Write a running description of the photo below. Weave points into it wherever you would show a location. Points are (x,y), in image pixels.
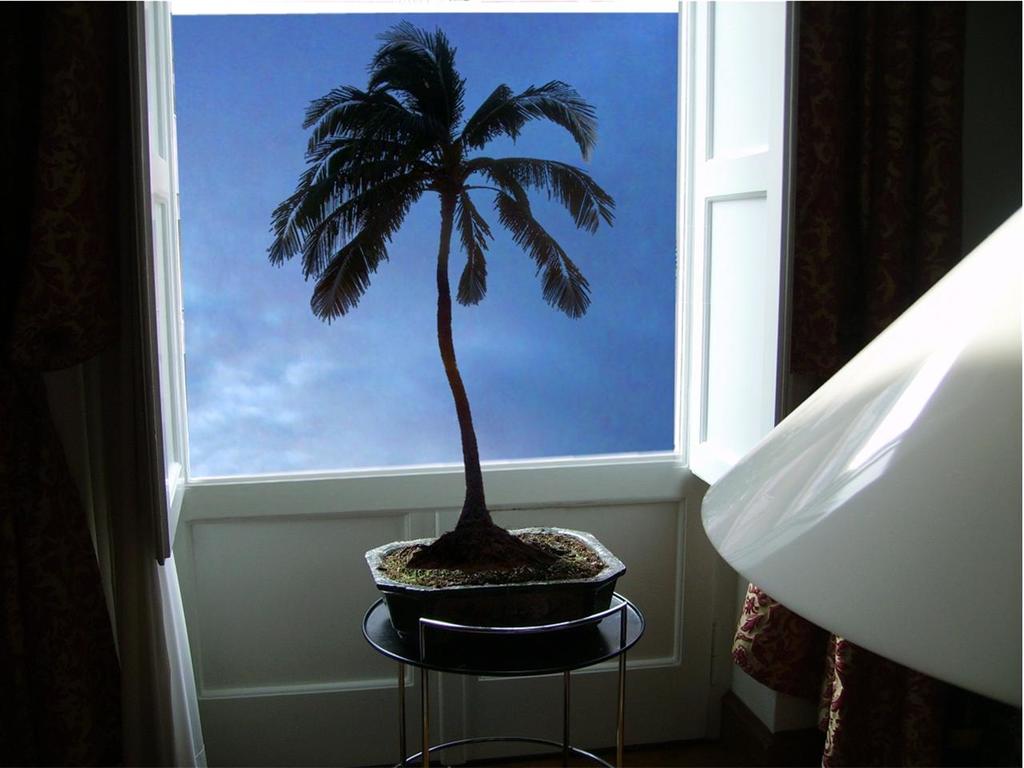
In this picture, we see a pot (397,547) containing soil (563,551) and plant (415,153) is placed on the stool (386,618). Behind that, we see a window (683,430) from which we can see the sky (513,311), which is blue in color. In the right bottom of the picture (910,545), we see a white colored lampshade (836,544).
